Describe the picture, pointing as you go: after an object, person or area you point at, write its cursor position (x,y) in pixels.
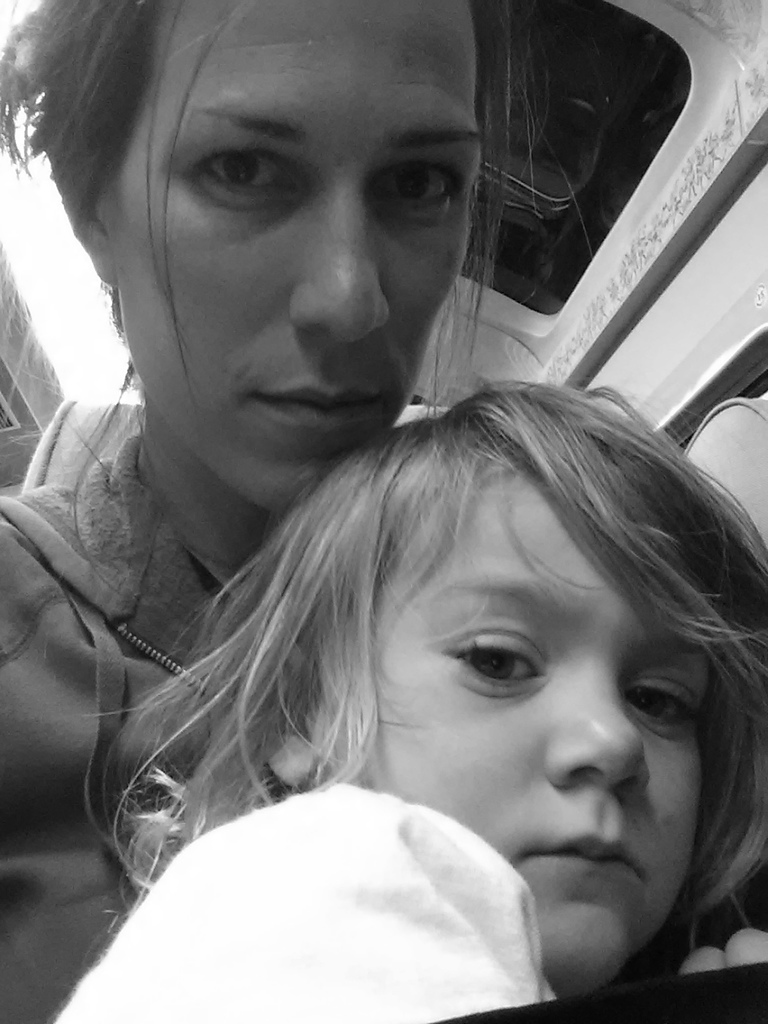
In this picture I can see a woman (243,495) and a girl (377,777). Looks like woman (350,276) seated in a vehicle (538,270).
